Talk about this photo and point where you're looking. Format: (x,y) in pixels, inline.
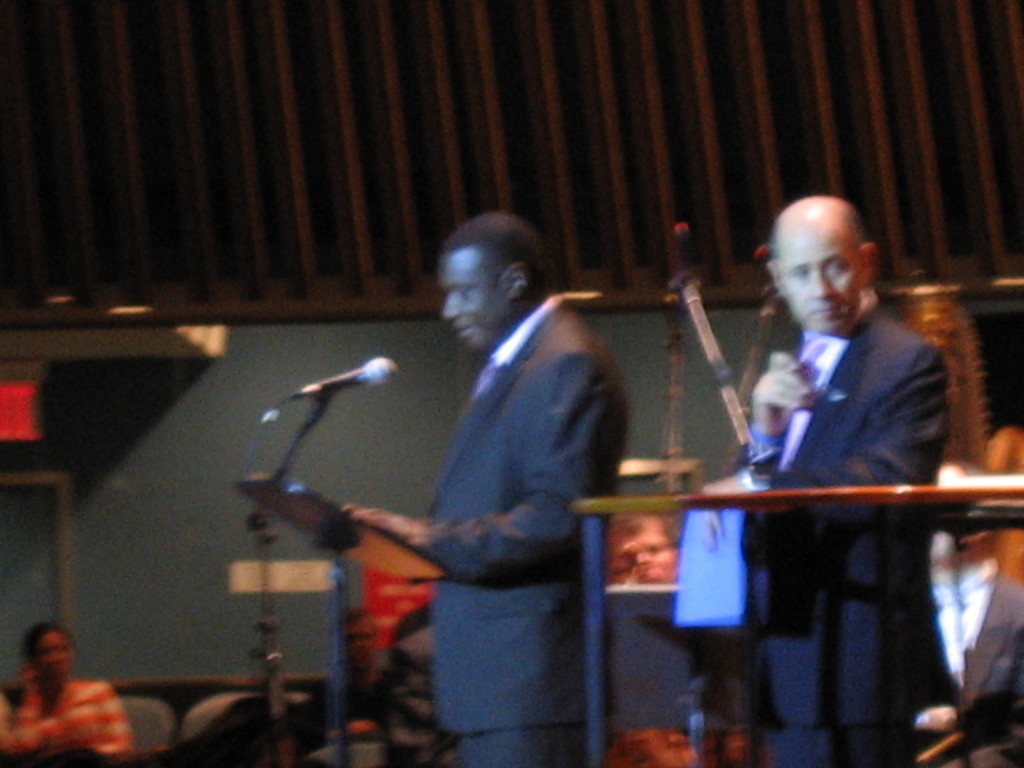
In this picture there are two persons (535,477) wearing suits (618,469) and standing and there is a mic (742,419) in front of them and there is another person (69,699) in the left corner (72,716).
